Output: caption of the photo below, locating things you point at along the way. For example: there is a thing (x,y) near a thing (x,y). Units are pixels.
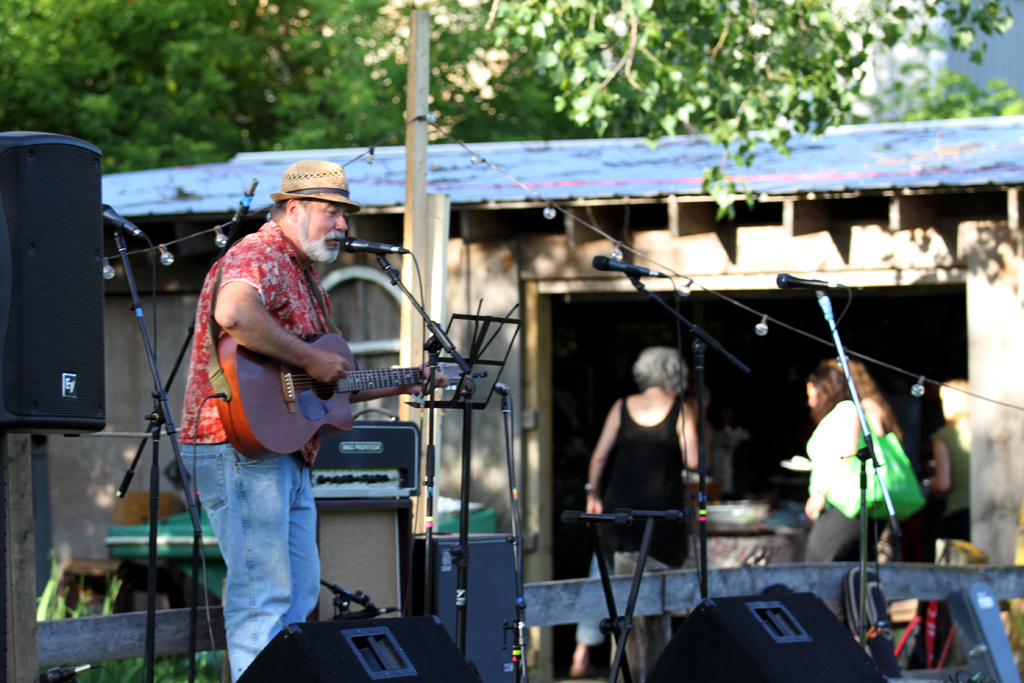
In this image I see a man (265,281) who is holding a guitar (274,423) and is standing in front of a mic (395,247), I can also see there are 2 mics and equipment (4,157) over here. In the background (892,340) i see 2 women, a house (593,237) and the trees (88,40).
